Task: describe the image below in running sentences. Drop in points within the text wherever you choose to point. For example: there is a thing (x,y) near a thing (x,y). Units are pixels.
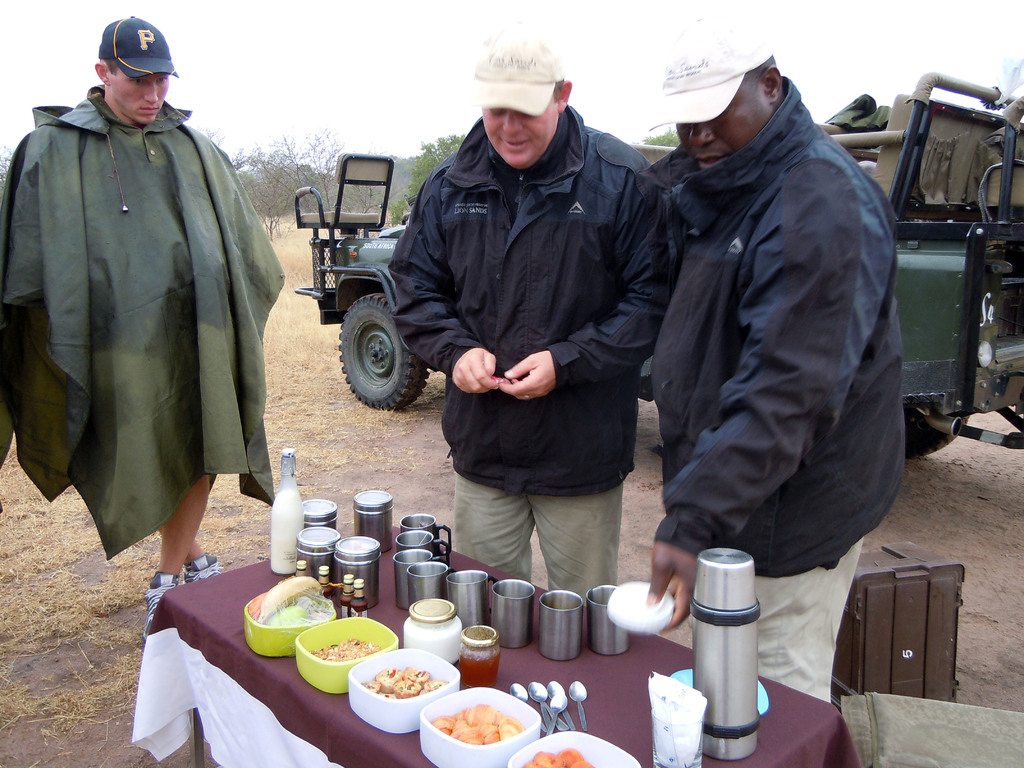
There are three persons (473,279) standing and wearing jacket (857,398) and cap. There is a table (147,641) with a tablecloth (300,706). On that there are glasses (549,633), spoons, flask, bottles (474,628), bowls (610,755) with food items (415,668) and many other things (665,722). Near to that there is a box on the ground (264,558). In the back (386,297) there is a vehicle (923,288) with a chair (368,167) in the front (355,170). In the background (318,140) there are trees (352,205) and sky (387,133).
